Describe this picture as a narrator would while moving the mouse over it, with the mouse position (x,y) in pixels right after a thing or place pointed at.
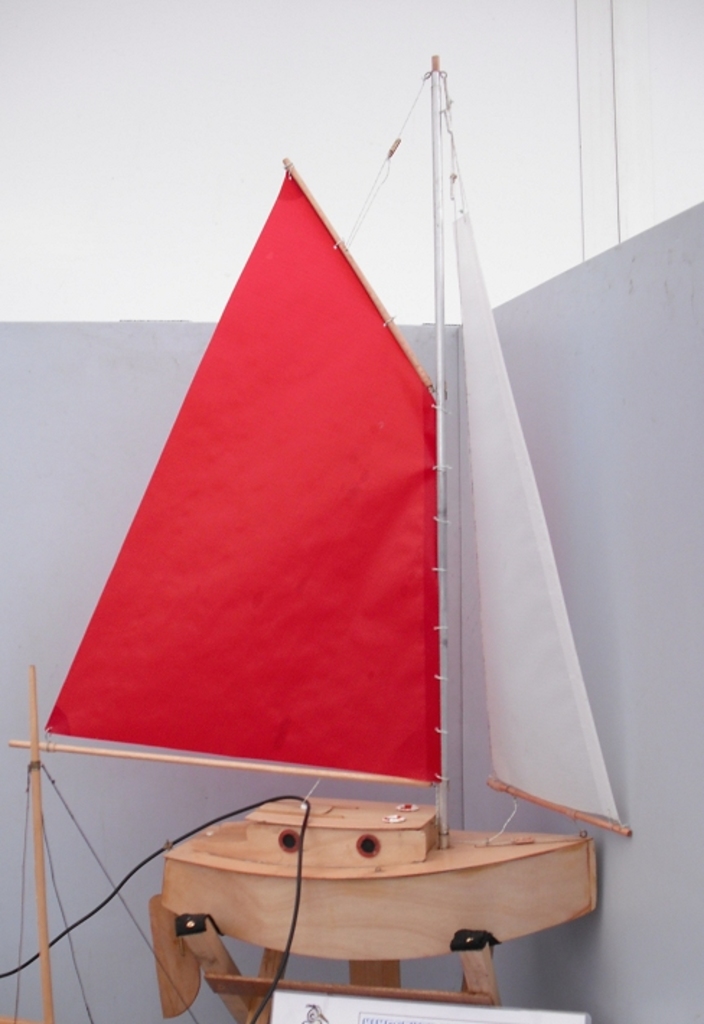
In this image there is a ship toy (365,836) which is of a wooden material (376,886) is kept on a stand (229,982) which is before a wall (457,509). Top of image (475,45) there is a wall (355,198).
